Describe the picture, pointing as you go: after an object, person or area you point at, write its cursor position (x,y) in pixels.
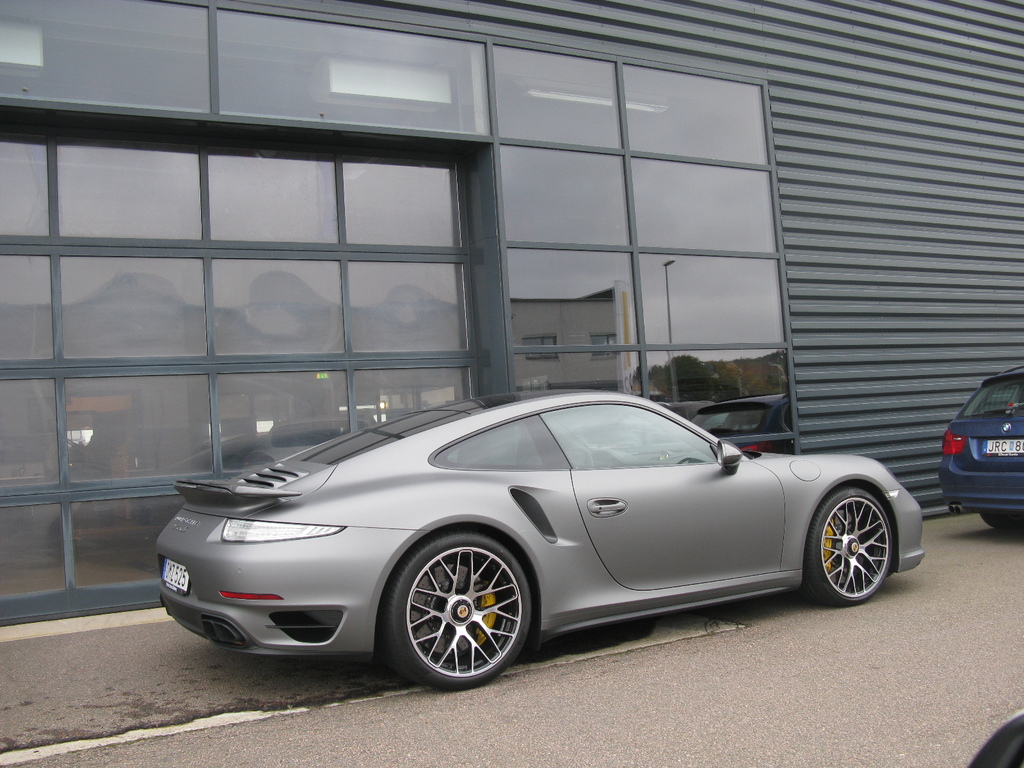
In this picture there is a car (498,520) near to the glass partition (467,365). On the right (993,422) there is a blue car (950,460) which is near to the metal wall (895,344). Inside the building (133,387) we can see some objects (321,378). In the bottom left corner (99,759) there is a road (828,757).
